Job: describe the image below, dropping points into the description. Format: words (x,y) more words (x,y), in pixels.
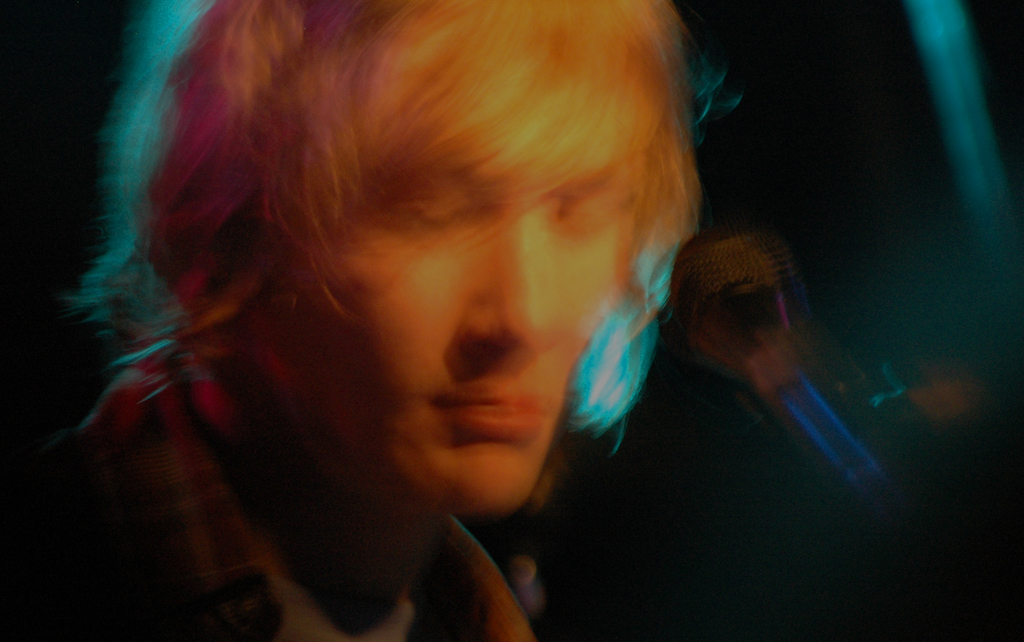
It is the blur image of a man (564,284). In front of him there is a mic (720,318). There are different colours to his hair (433,63).
